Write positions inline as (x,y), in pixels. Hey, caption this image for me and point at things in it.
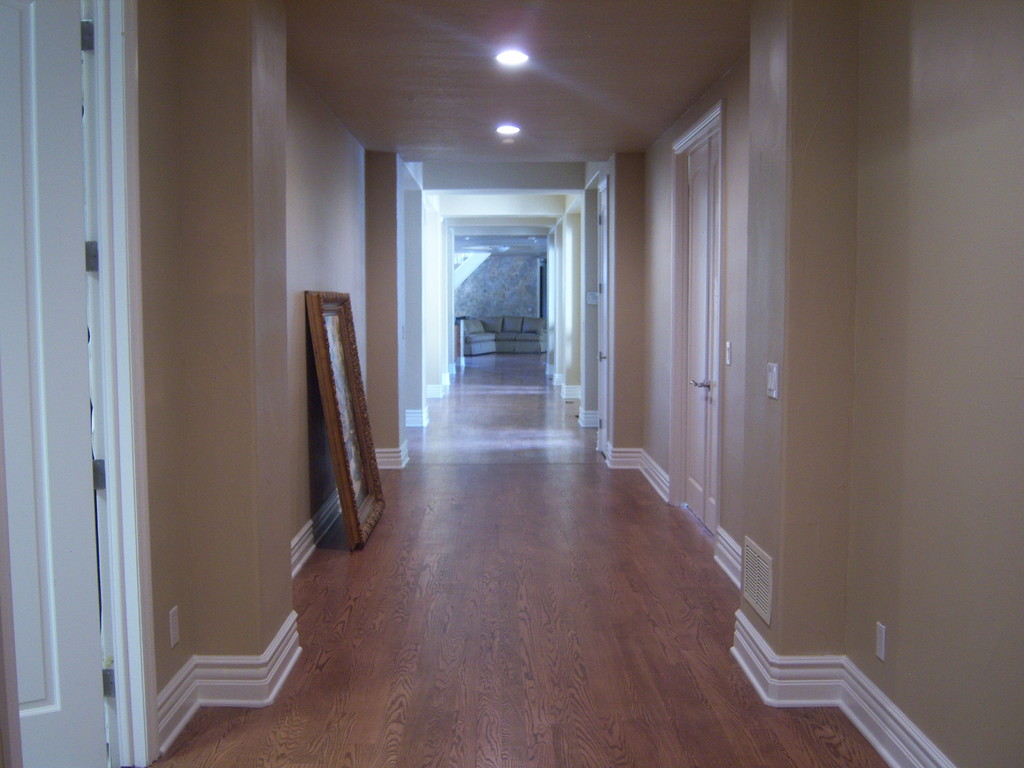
In this picture we can see wooden floor (472,582) and on the floor (414,528) there is a photo frame (352,437). On the left (326,542) and right side of the floor (463,640) there are wall (213,415) with doors (689,483). There are ceiling lights (515,53) on the top (511,68).
